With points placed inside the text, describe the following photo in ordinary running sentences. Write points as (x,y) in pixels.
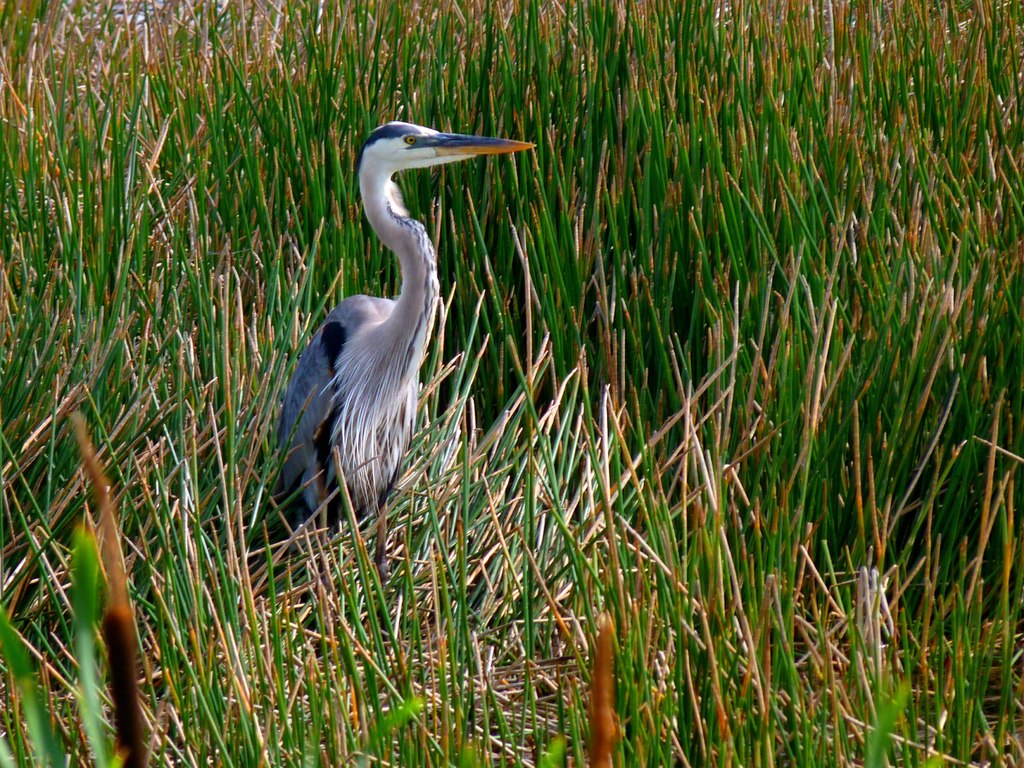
In the picture we can see a crane bird (400,302) standing in the grass plants (728,464).
